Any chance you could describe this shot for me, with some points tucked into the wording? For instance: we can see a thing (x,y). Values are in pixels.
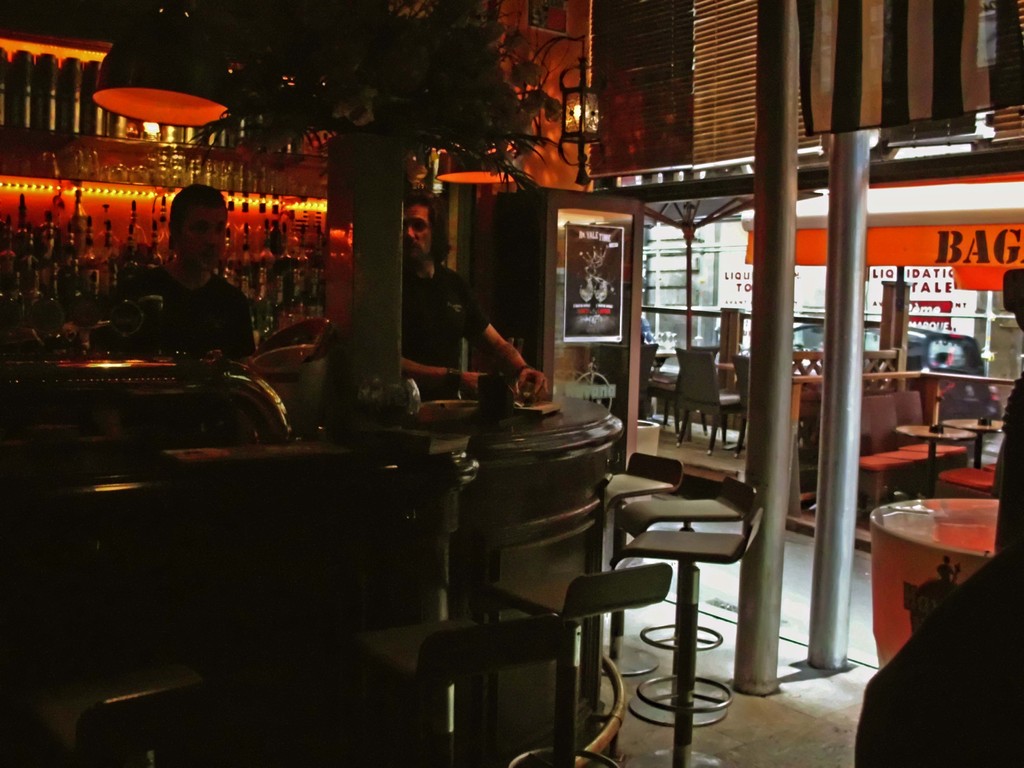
In this picture we can see two persons (222,339) are standing in front of them there is a table (355,727) there are so many chairs (613,620) are being placed back side of the persons (237,313) there are so many bottles (93,254) are arranged in a shelf (27,210) and right corner (714,397) we can see so many benches (962,451) chairs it look like a cafe (555,463).
